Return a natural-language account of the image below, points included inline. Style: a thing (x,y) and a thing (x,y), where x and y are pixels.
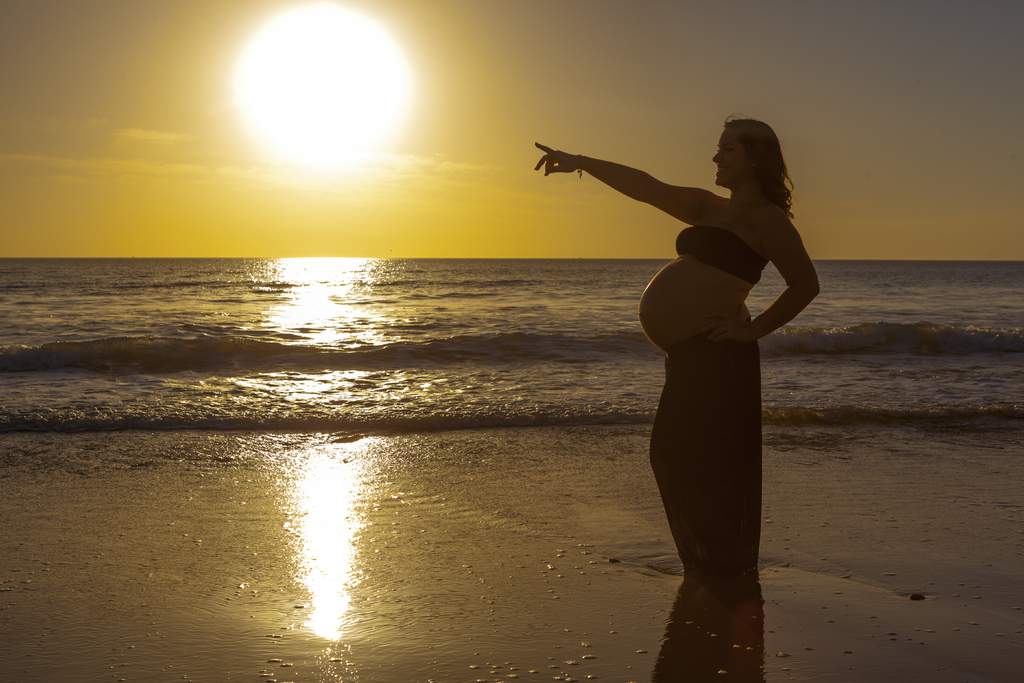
This image is taken outdoors. At the top of the image (215,97) there is the sky (517,125) with clouds (152,141) and sun (272,106). At the bottom of the image (593,647) there is water (346,544). In the middle of the image (365,328) there is a sea (441,367) with waves (511,343). In the middle of the image (668,401) a pregnant lady (694,317) is standing on the ground (744,621).
